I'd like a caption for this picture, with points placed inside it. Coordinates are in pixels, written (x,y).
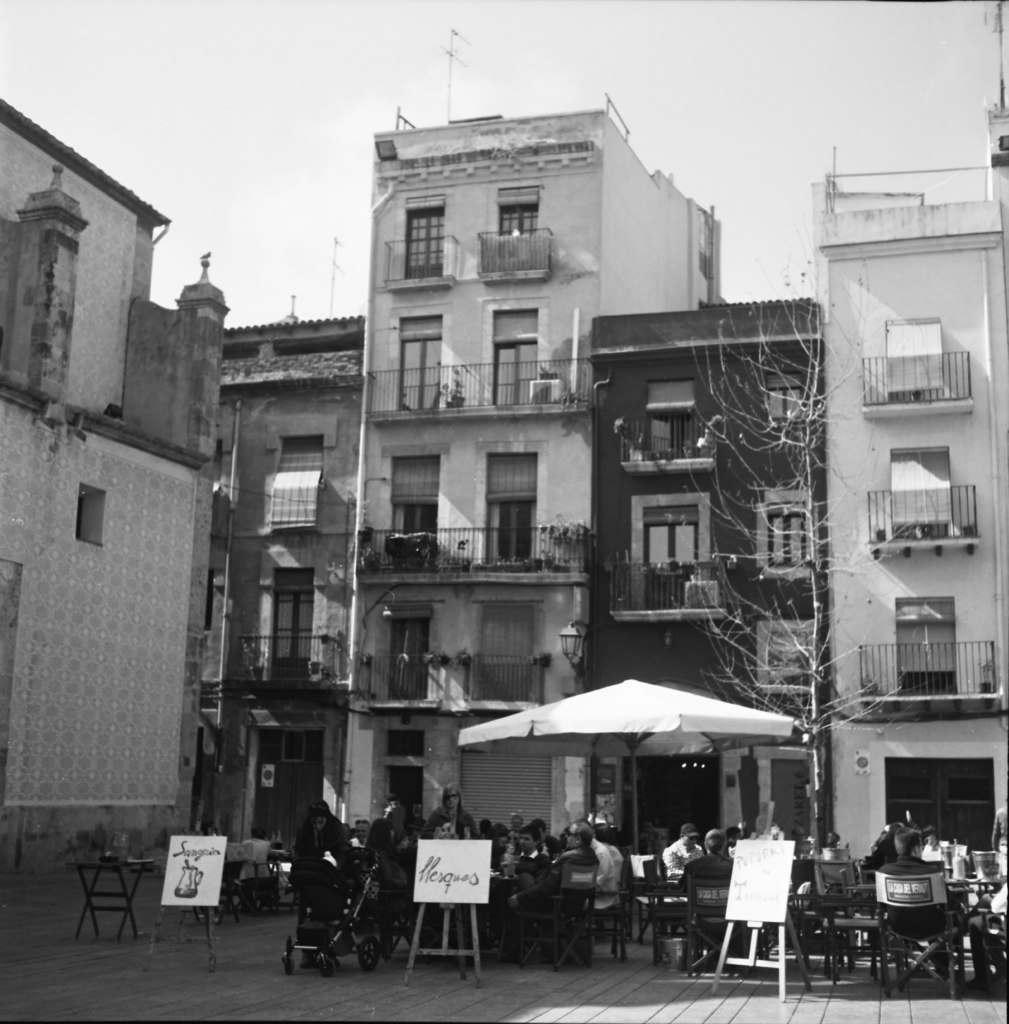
This is a black and white image. In this image we can see many buildings (295,476) with windows (281,618) and balconies (326,634). There are tables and chairs (658,861). Also there is an umbrella (638,726). There are many people (513,823) sitting. And there is a tree (811,728). And there are boards (174,865) with stands (715,973). In the background (304,215) there is sky (217,191).
